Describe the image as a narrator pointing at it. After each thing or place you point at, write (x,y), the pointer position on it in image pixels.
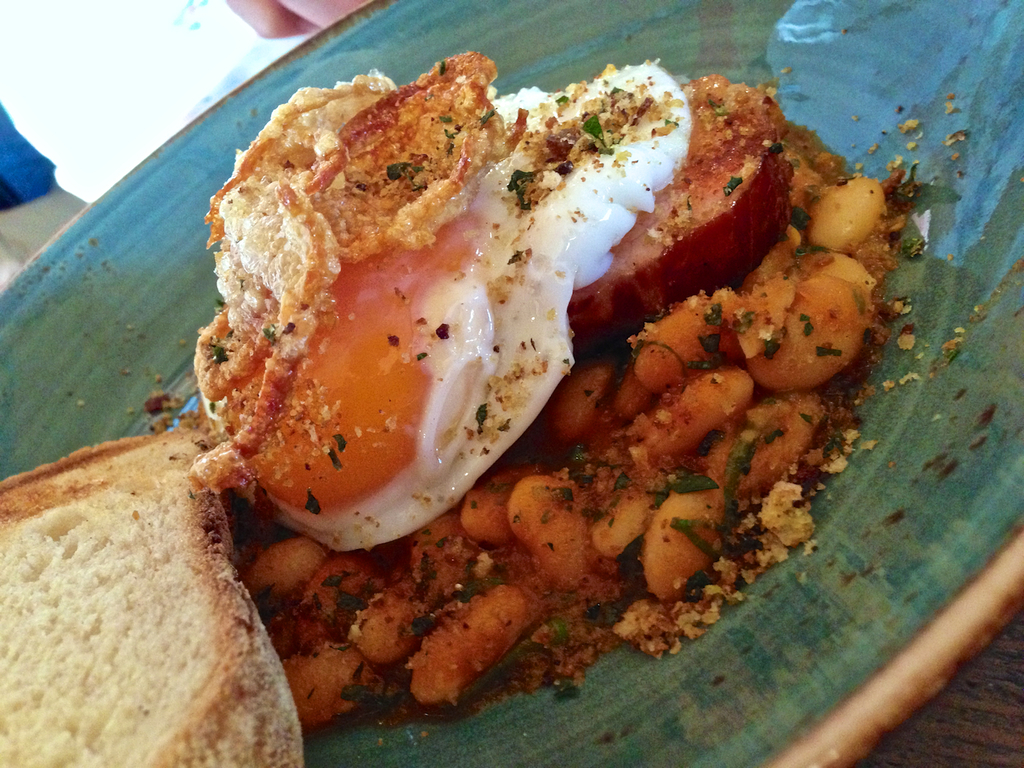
This is a zoomed in picture. In the center (363,278) there is a platter (87,317) containing some food item (353,389). In the background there is a white color object (226,12).
